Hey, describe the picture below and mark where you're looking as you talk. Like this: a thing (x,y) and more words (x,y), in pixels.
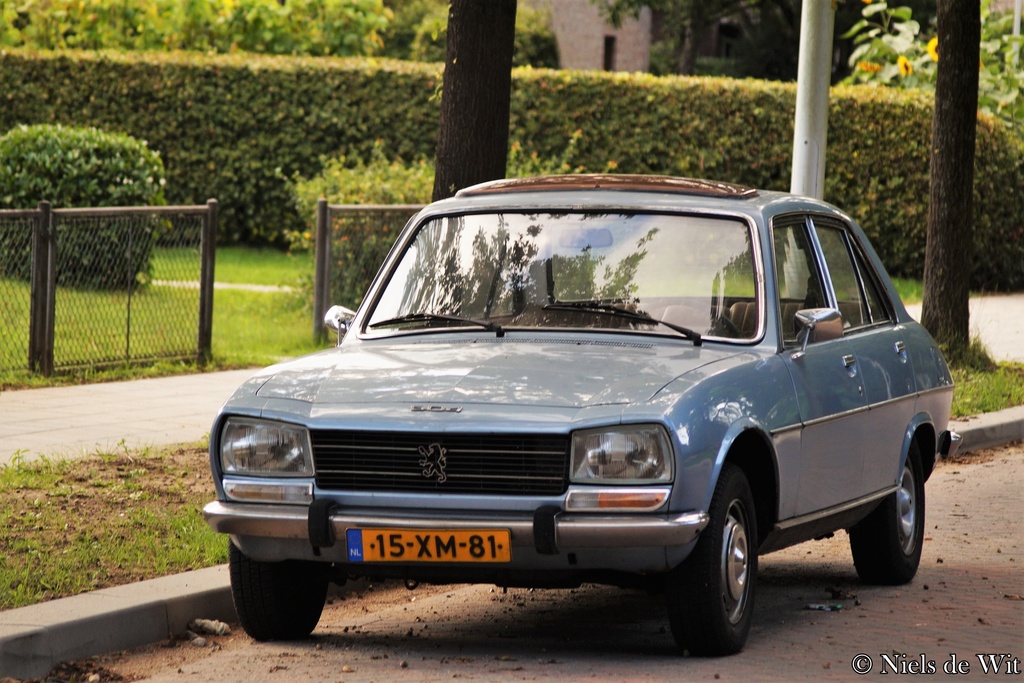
This picture is clicked outside. In the center (564,408) there is a car (686,519) parked on the road (923,546). On the left (100,509) we can see the green grass (219,278), metal fence (17,268), plants (417,153), shrubs (600,153) and flowers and there is a pole (818,50) and we can see the trunks (467,43) of the trees (467,43). In the background (584,30) there is a building (574,46). At the bottom right corner (999,667) there is a text (906,666) on the image.
